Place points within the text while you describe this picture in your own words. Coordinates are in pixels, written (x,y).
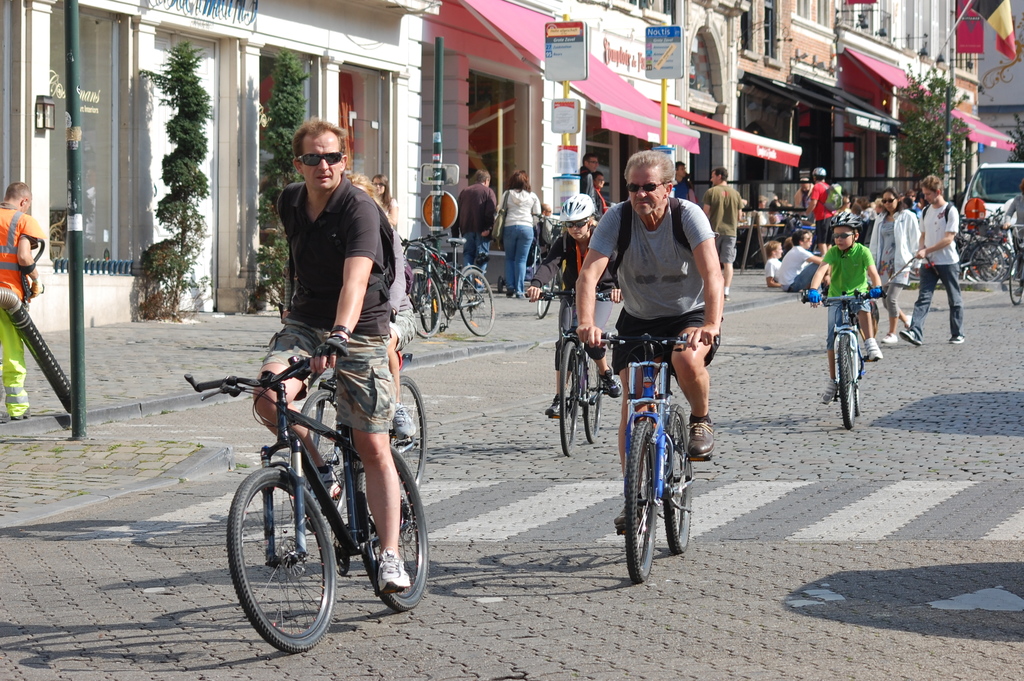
Few people (694,285) are riding bicycles (592,382) on a road (559,515).
